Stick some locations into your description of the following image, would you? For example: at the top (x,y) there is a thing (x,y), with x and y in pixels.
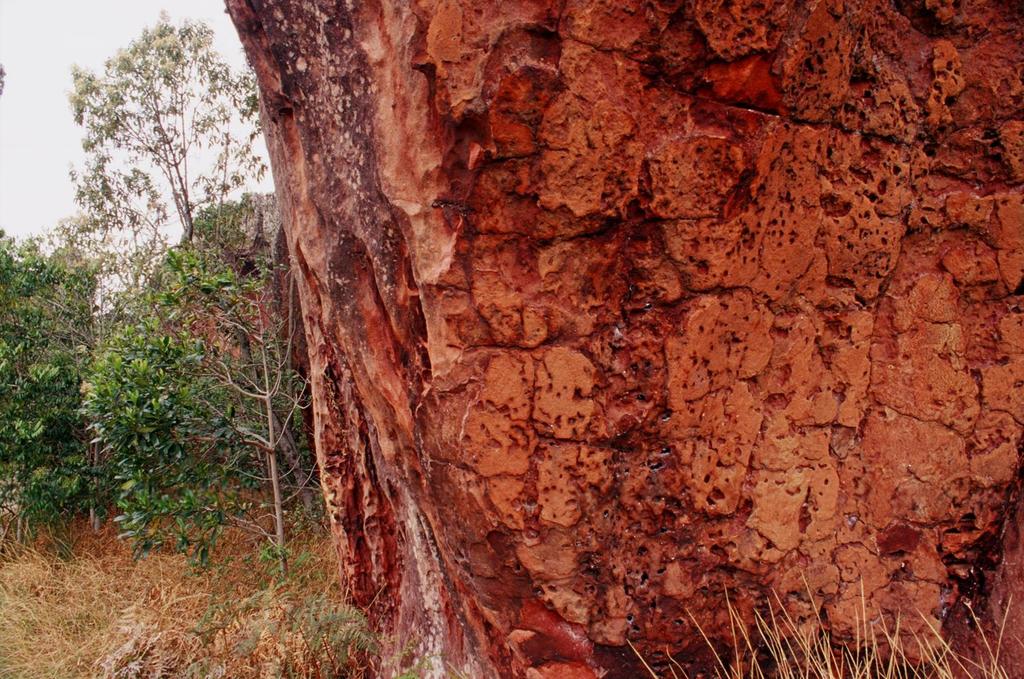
In this picture I can see there is a rock (544,338) on to right (709,498) and there are few trees (144,368) in the backdrop (173,81) and the sky (86,45) is clear.
